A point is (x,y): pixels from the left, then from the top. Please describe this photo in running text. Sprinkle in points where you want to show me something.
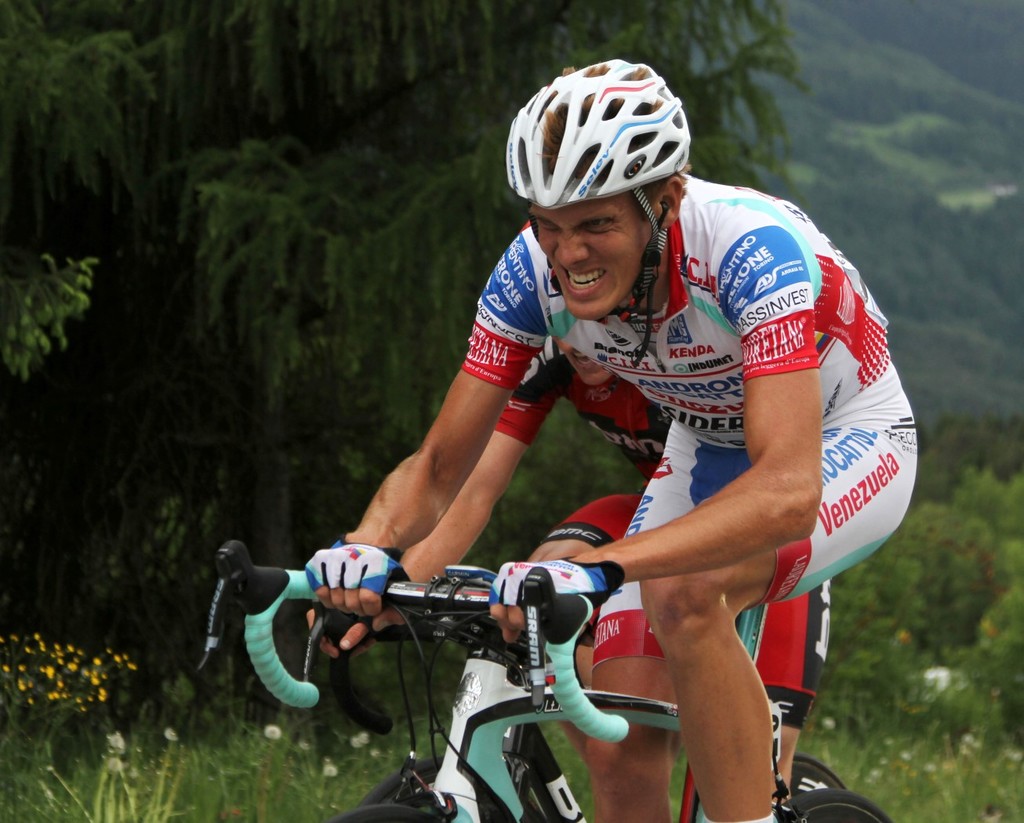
In the center of the image (659,349), we can see people (656,506) riding bicycles (574,709) and in the background (440,142), there are trees (224,141) and plants (938,579).
